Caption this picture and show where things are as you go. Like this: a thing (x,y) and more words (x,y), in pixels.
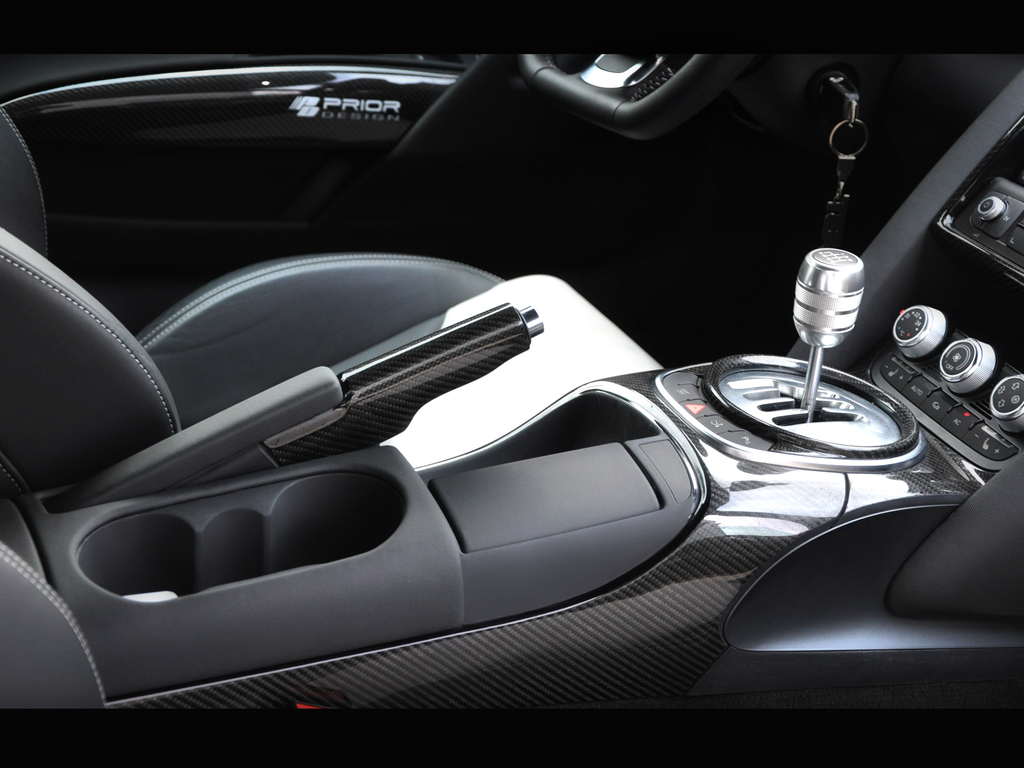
This is a zoomed in picture and seems to be clicked inside the vehicle (364,618). In the center (601,505) we can see the parts (781,373) of the vehicle (286,411) and we can see the seat (35,273), door (389,237), key hole (830,94) and a key (851,116) and some other items (972,205) and a steering wheel (597,83) in the background (617,119).
